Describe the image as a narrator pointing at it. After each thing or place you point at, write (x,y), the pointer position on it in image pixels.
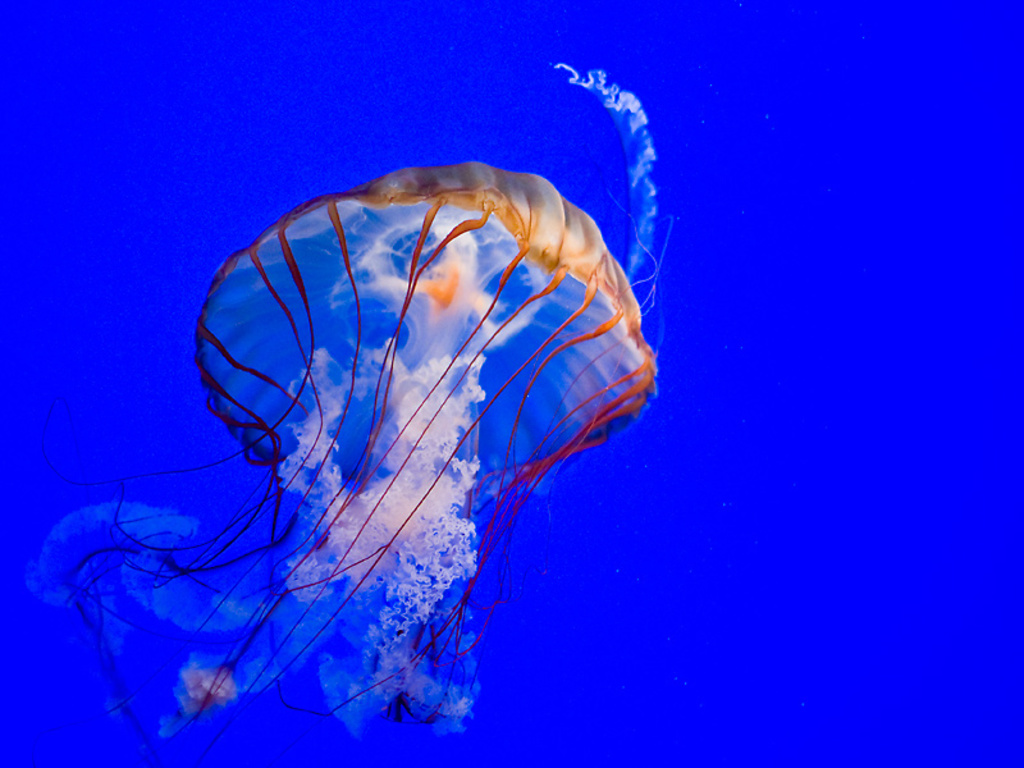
In the middle of this image (527,305), there is a jellyfish (563,240) in the water (702,513). And the background (674,536) is blue in color.
